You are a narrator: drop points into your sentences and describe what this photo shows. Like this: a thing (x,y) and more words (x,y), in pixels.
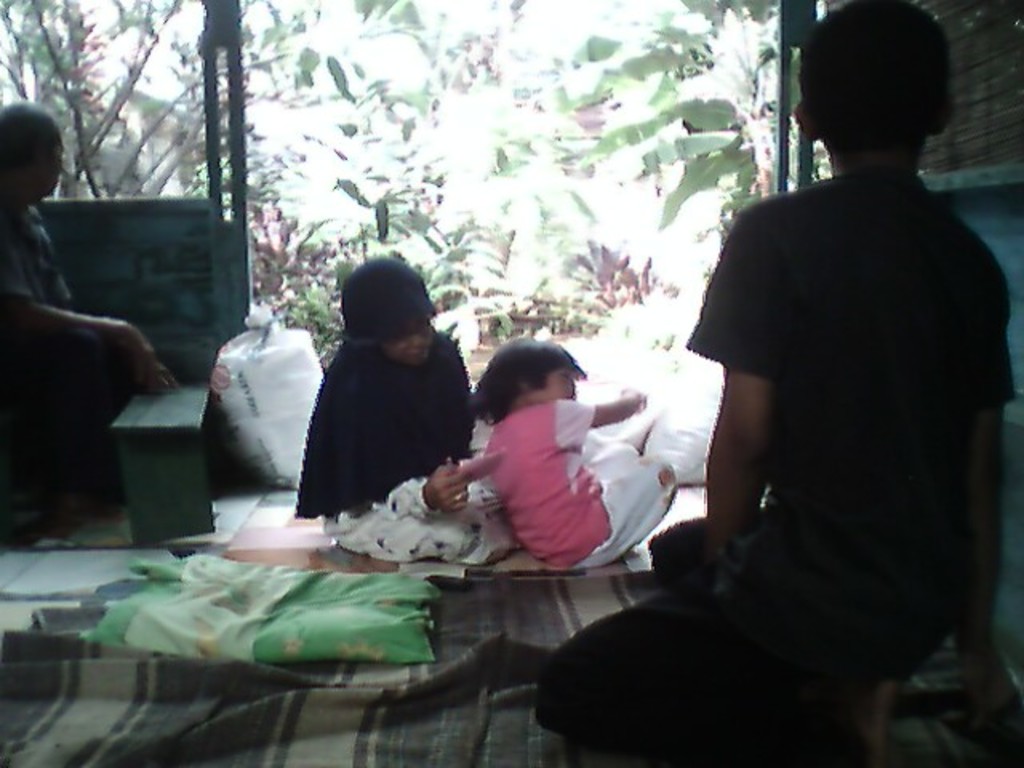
In the center of the image (408,274) we can see some persons (695,585). At the bottom of the image (438,698) we can see blankets (306,662), floor (310,533). In the middle of the image (659,403) we can see some bags (657,420) and wall (988,222). In the background of the image (405,236) we can see trees (544,117) and some plants (550,305).
